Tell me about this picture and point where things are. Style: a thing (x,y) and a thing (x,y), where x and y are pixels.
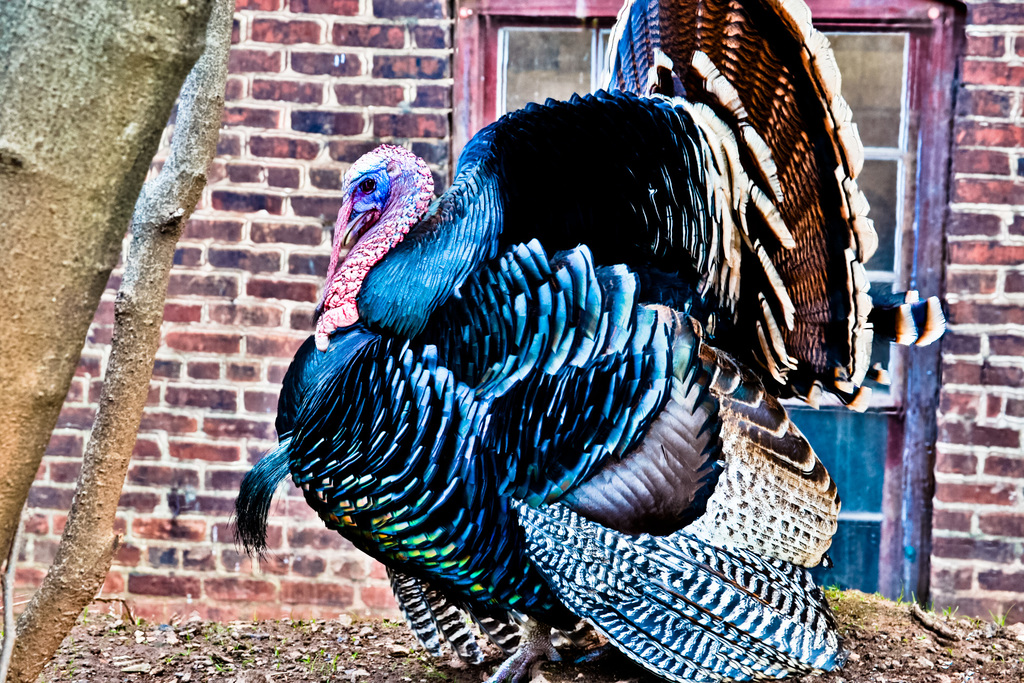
In this picture, we see a male turkey (369,314). It is in black color. It has a long pink snood (338,218). In the background (280,339), we see a building (319,109) which is made up of bricks (278,140). We even see a door (845,429). On the left side (147,129), we see the stem (115,316) of the tree (26,297).
